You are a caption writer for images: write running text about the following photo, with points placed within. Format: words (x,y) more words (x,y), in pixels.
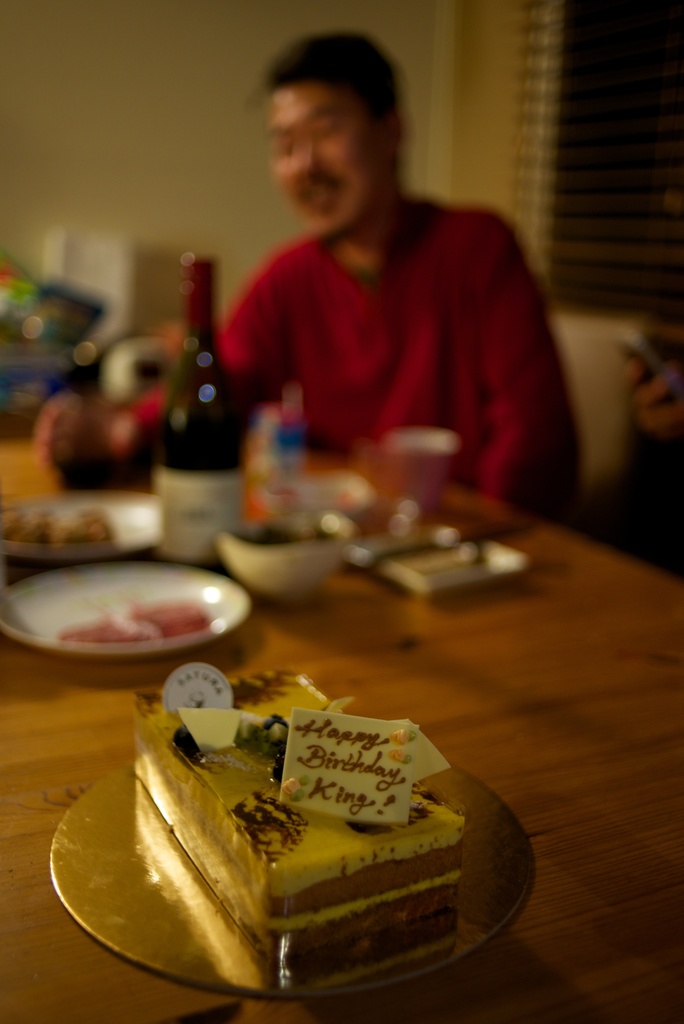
In this image I can see the person (362,371) wearing the red color dress (377,351) and sitting in front of the table (384,626). On the table (276,603) I can see the bottle (214,500), plates (96,593) with many food items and many other objects (260,480) to the side. In the background (145,88) I can see the window blind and the wall (160,101). But it is blurry.
